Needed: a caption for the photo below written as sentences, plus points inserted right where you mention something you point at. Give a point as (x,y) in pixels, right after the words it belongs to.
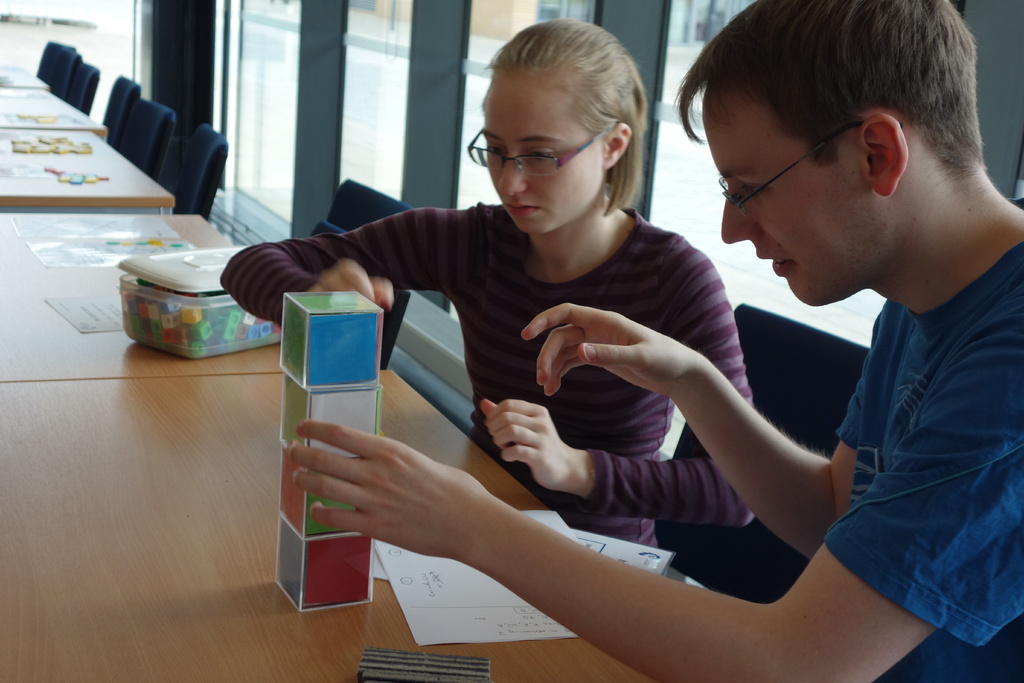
In this there is picture a woman (636,239) sitting on the chair (791,412) and as a man (613,599) sitting beside her, there is a table (34,638) in front of them with the box (192,280) and there are cubes (329,451) arranged in a straight line and this man (386,500) is holding them, there are two papers (472,621) in front of them and in the background (697,41) there is a window (406,67).
